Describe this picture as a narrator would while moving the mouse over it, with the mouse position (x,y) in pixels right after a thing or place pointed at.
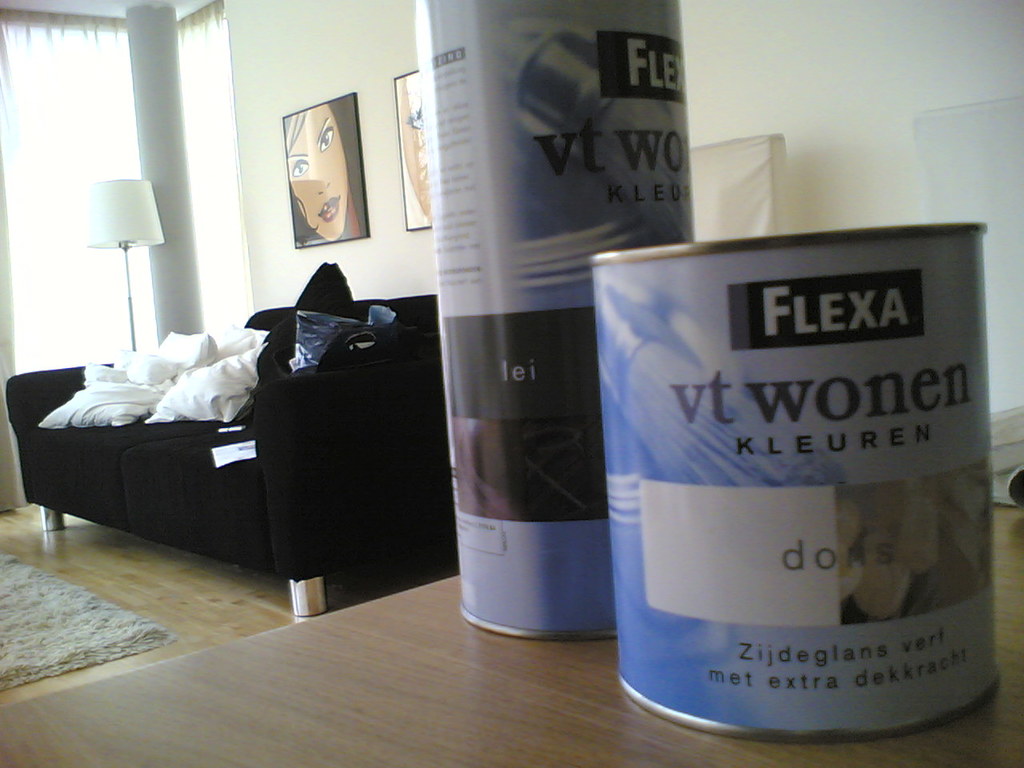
In this image, we can see some containers (688,546) are placed on the wooden surface (442,719). Background (330,447) we can see a sofa (308,466) few cushions (224,396) and objects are placed on it. At the bottom (219,582), there is a wooden floor (199,615) with floor mat (69,615). Here we can see a wall (376,176), painting (306,197), lamp (148,228), pillar (183,186) and curtain (80,230).
